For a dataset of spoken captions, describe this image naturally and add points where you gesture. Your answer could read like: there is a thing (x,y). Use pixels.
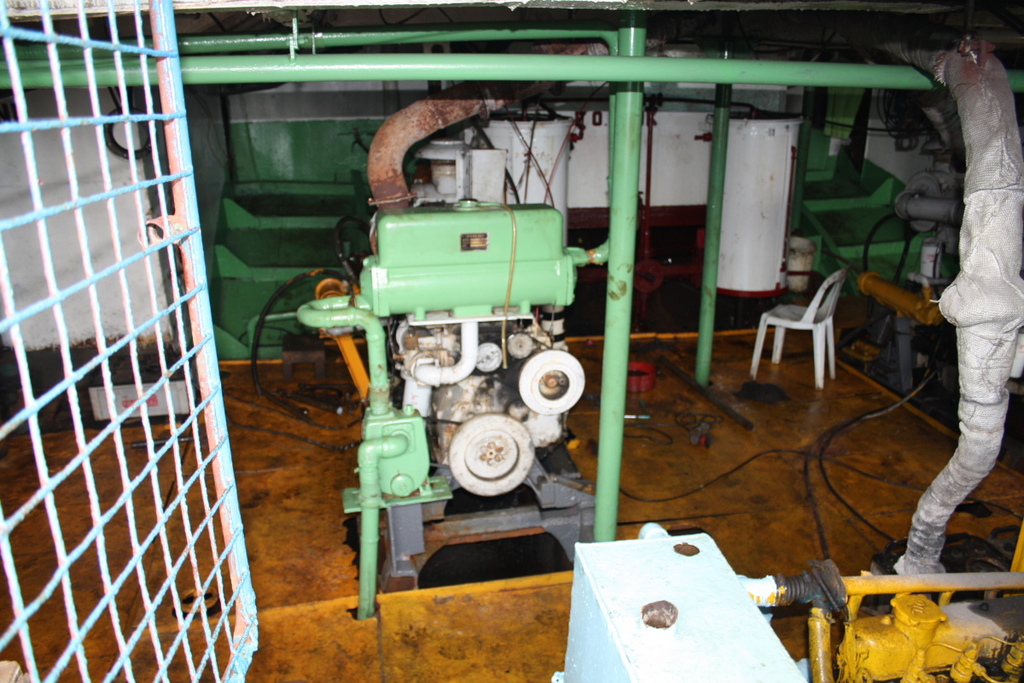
In this image I can see a machinery (538,234) which is green, white and brown in color on the yellow colored surface (504,588), I can see few wires (753,460), a chair (789,319), few metal poles (626,96) which are green in color, a white colored object (974,484) and to the left side of the image (209,341) I can see a door (193,338) which is blue in color which is made up of metal (188,261) and few other objects (911,606).
